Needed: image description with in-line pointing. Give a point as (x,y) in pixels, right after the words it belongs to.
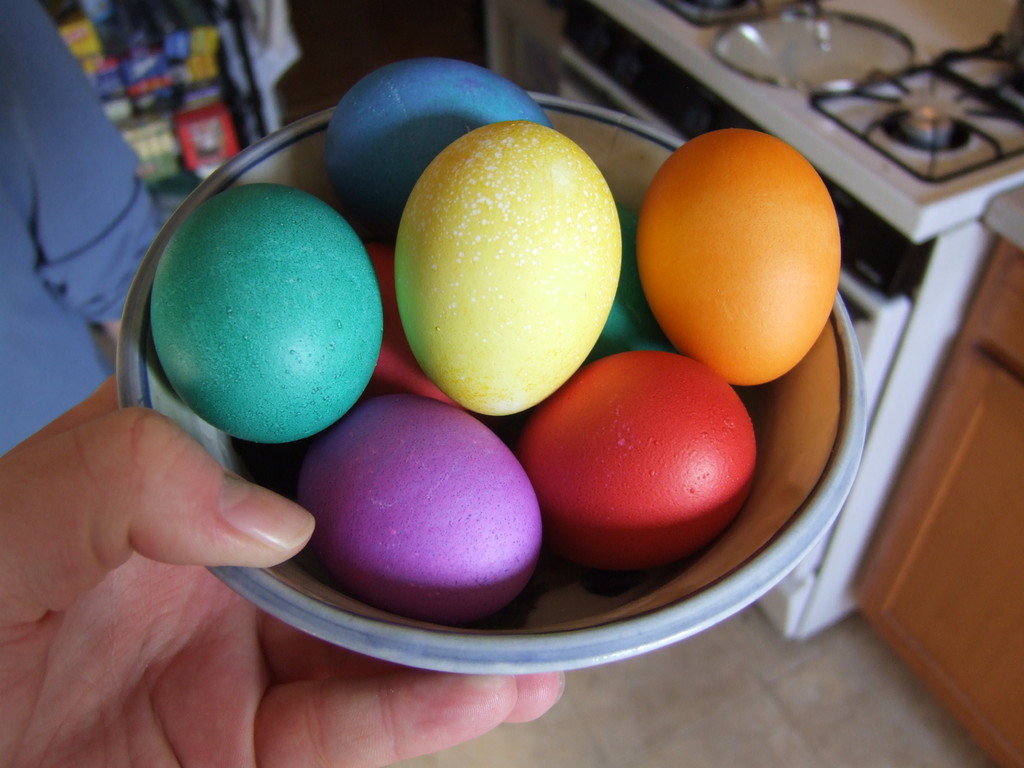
In the center of the image (588,261) we can see a person (307,543) is holding a bowl (816,469) which contains Easter eggs (514,328). On the left side of the image (25,52) we can see a person (151,231) is standing. On the right side of the image (995,536) we can see the cupboards (942,386) and stove (902,126). At the top of the image (200,119) we can see the door (378,47) and some other objects (268,61). At the bottom of the image (897,752) we can see the floor (682,642).
